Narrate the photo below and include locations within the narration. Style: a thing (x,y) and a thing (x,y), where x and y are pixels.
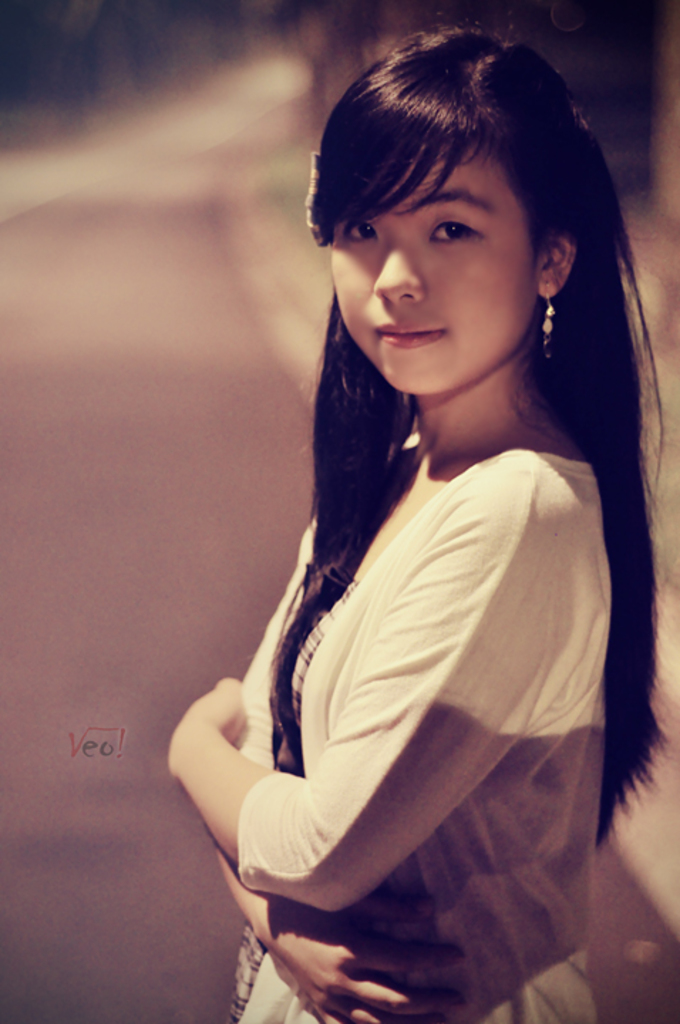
In the middle of the image (303,654) a woman (337,999) is standing and smiling. Background of the image (18,44) is blur.
